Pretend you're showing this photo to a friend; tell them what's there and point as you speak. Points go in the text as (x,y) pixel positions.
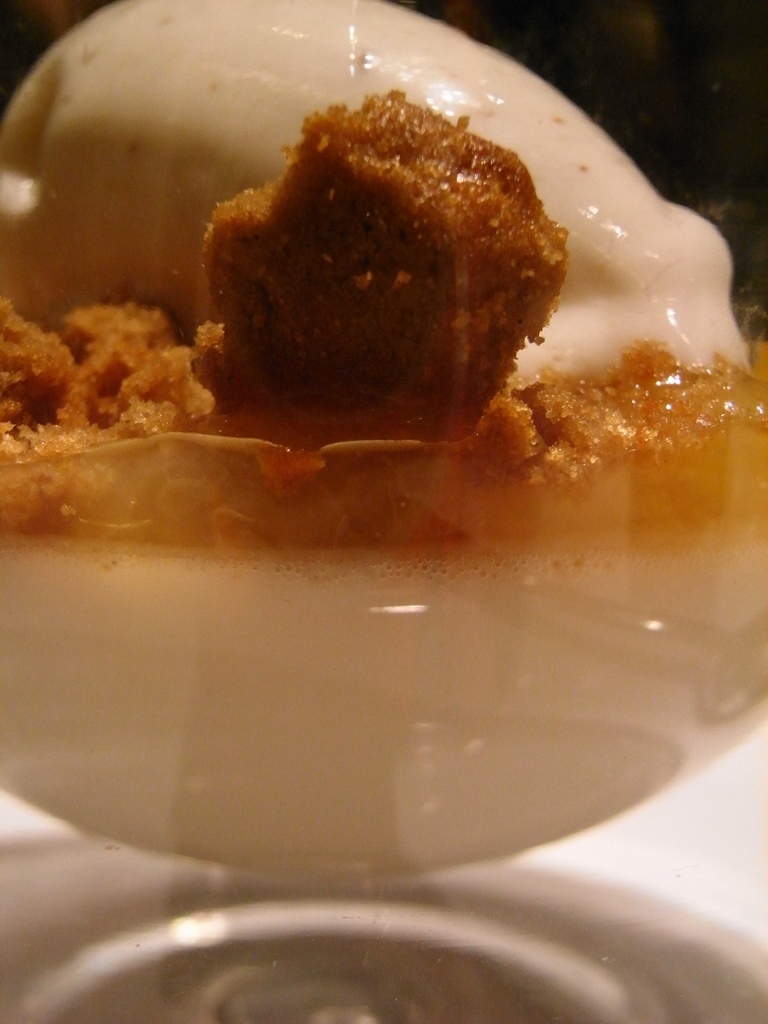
Here we can see food (242,321).
